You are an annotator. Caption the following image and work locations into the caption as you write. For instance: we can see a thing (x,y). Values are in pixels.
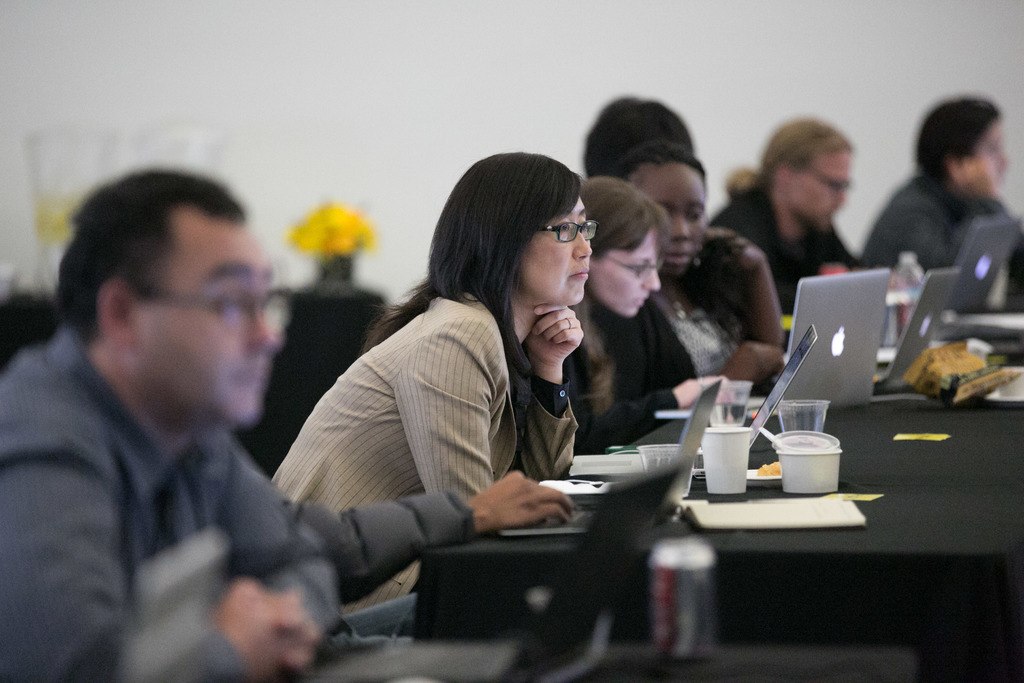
In the given image we can see many people (490,307) are sitting and looking at the systems (800,333). This is a water glass (786,419) a can (688,582). Back of them there is a plant (335,246).
